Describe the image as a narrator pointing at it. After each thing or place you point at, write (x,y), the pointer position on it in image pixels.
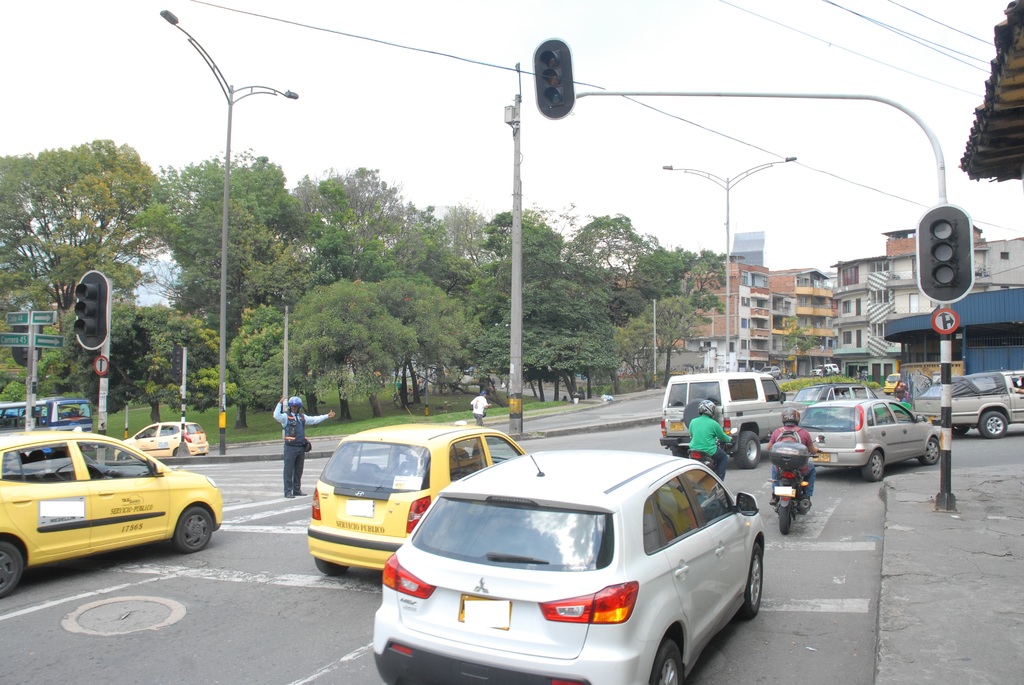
This picture consists of a road (612,432) and on the road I can see vehicles (585,559) and motorcycles (787,446) I can see persons (795,416), traffic signal light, poles (224,201), power line cables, trees (542,315), buildings (785,280) visible and I can see a person (278,417) stand in the middle of the road (248,548) and I can see another person (480,419) visible beside the pole (519,392) and I can see a bus (57,423) on the left side (86,402).
